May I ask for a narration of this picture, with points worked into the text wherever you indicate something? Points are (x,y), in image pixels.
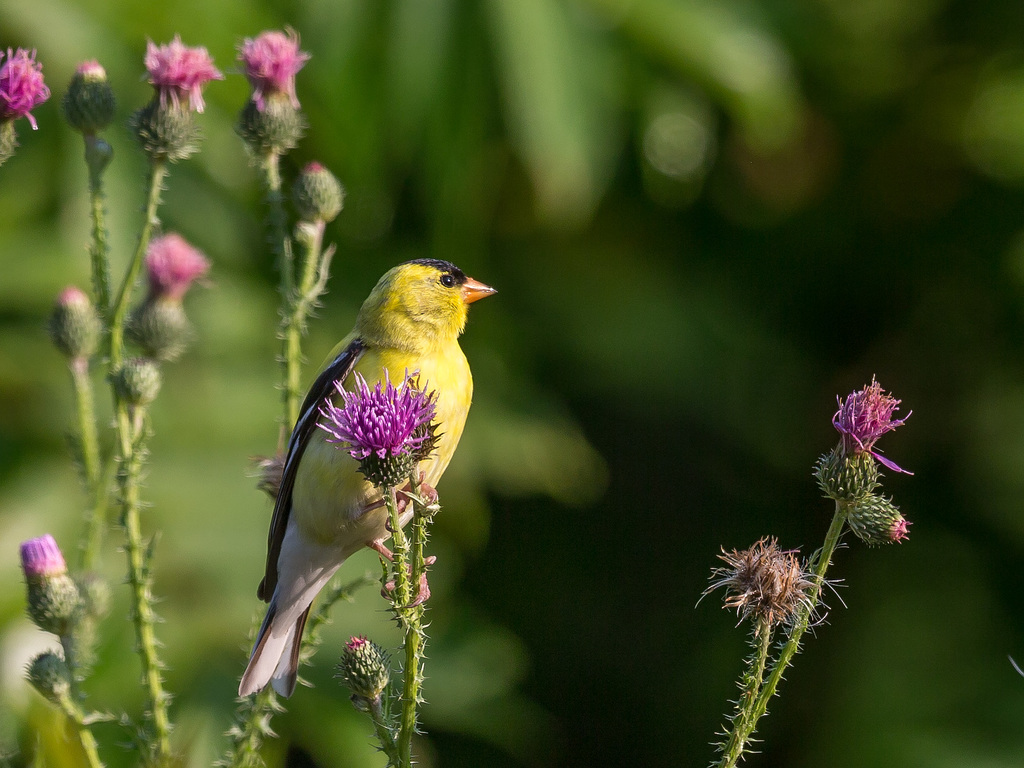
In this image I can see few flowers (50,675) and a yellow colour bird (343,518) in the front (394,539). I can also see green colour in the background (624,267) and I can see this image is little bit blurry in the background (624,280).
